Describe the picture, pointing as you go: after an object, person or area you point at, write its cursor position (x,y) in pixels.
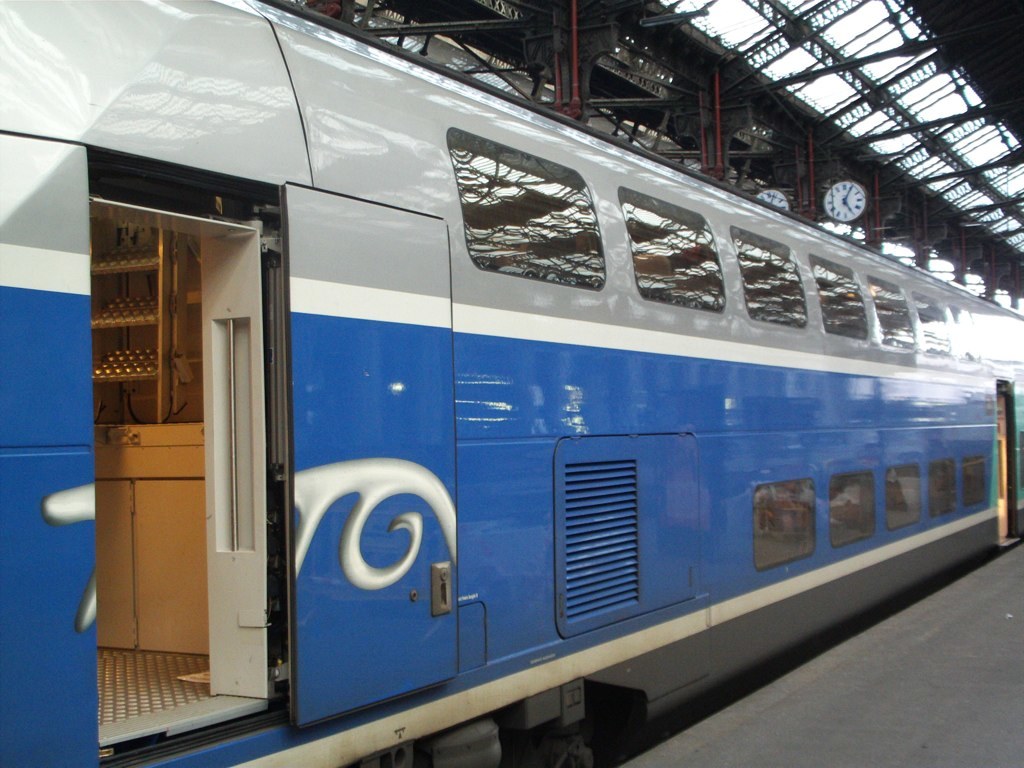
The picture is taken in a railway station (799,605). In the foreground (545,575) we can see a train (683,515) and platform (865,665). At the top (627,70) there are iron frames (563,95), ceiling (983,201) and a clock (848,209).
